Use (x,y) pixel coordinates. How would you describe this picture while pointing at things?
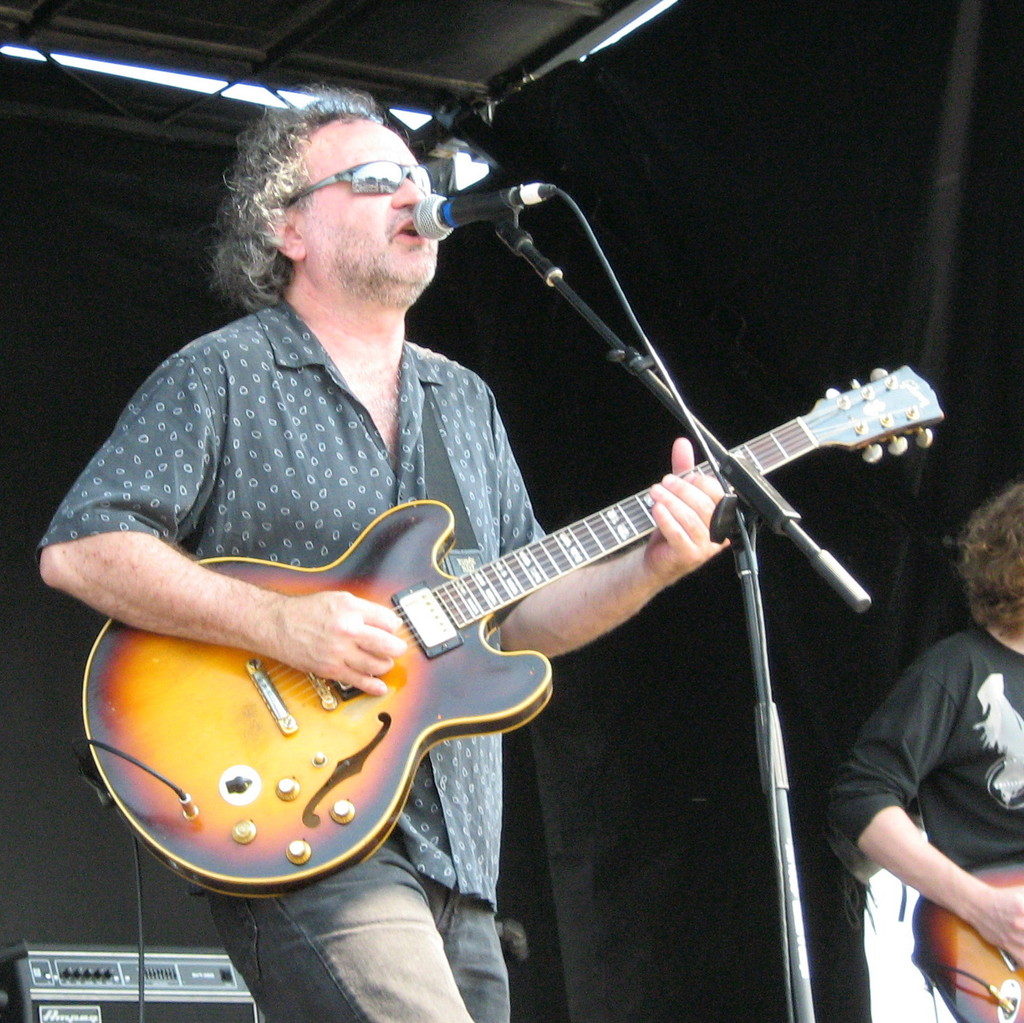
This is a man (292,526) standing and playing guitar (313,749). He is singing a song using the mike (478,216). This mic (484,210) is attached to the mike stand (735,498). At the right side (1000,902) I can see another person (1020,898) standing and playing guitar (969,940). This looks like an electronic device (124,994). At background (812,233) this is a black cloth (797,227) hanging.
